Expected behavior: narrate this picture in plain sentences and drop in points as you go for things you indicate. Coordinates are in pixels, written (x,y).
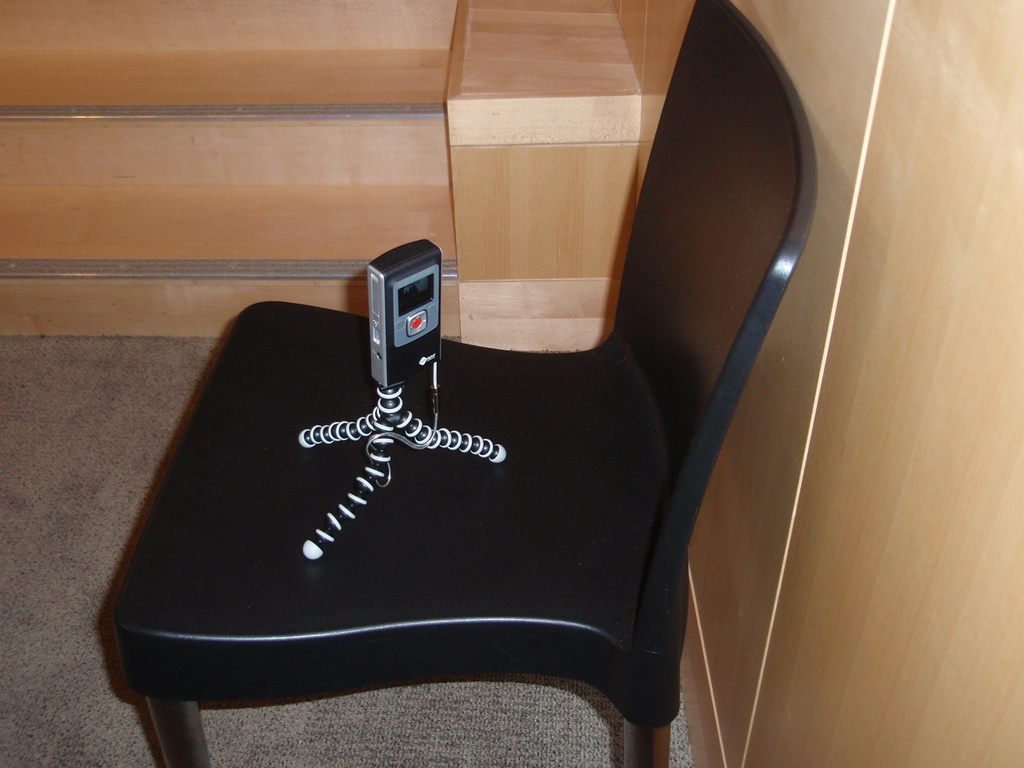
In this image I can see a chair (423,401) on which some object (416,438) is kept, steps (263,180) and a wooden wall (866,230). This image is taken may be in a room (265,755).
